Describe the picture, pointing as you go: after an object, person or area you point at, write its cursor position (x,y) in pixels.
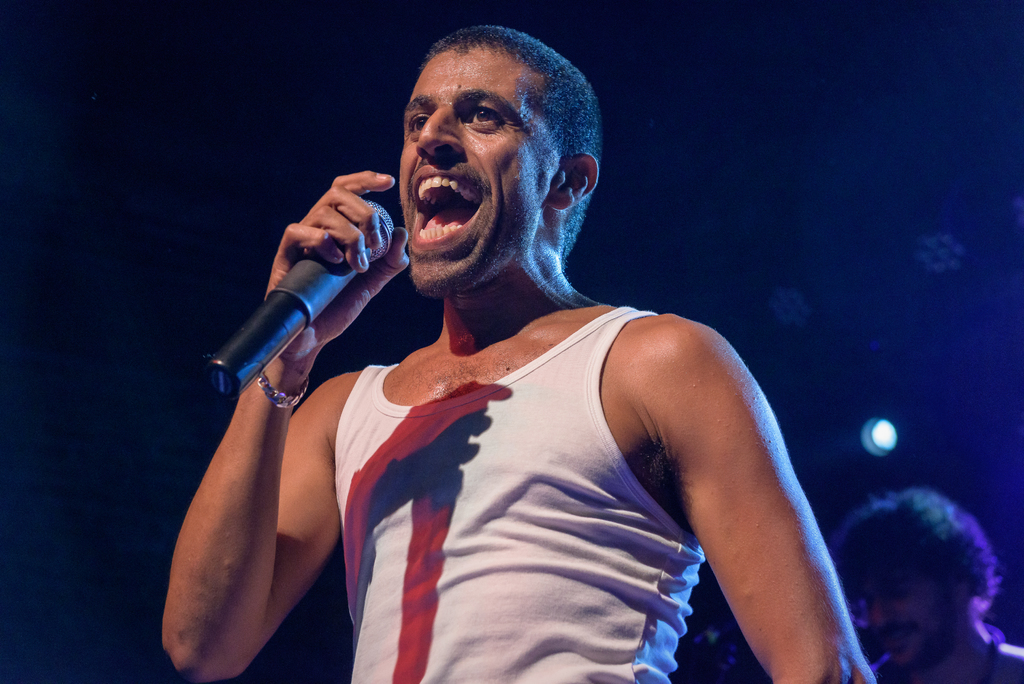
This image has a person (634,643) holding a mike (246,355) in his hand (374,242) is singing as we can see his mouth (435,224) is open. At the right bottom corner (917,504) there is a person (908,553) smiling.
